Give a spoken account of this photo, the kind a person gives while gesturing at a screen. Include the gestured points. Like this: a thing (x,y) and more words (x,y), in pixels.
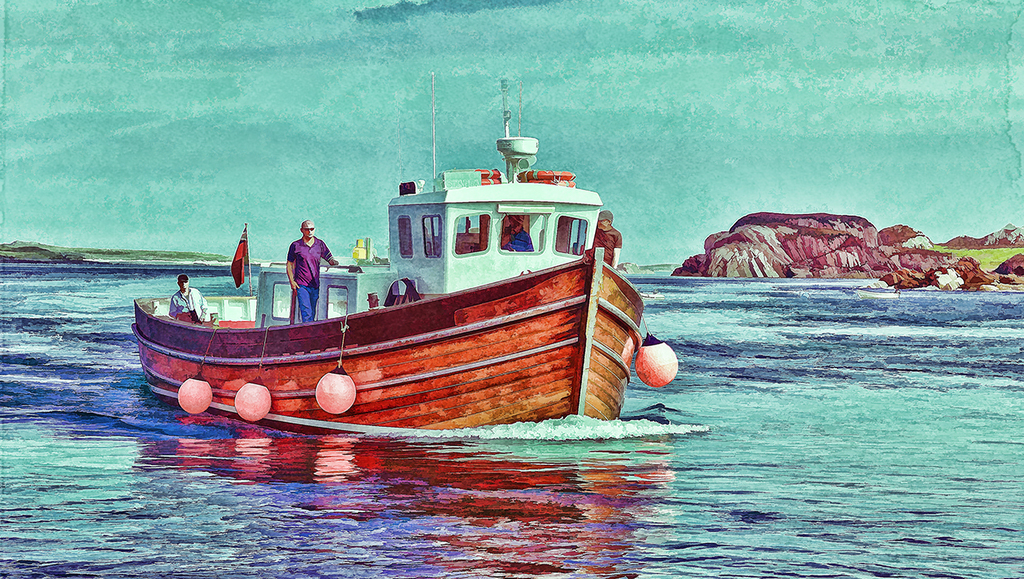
In this image there is a sketch (291,306) of the few persons (302,284) floating on a boat (413,351), which is on the river (635,487). On the right side (798,256) there is a mountain (759,252) In the background (590,84) there is a sky (592,130).
